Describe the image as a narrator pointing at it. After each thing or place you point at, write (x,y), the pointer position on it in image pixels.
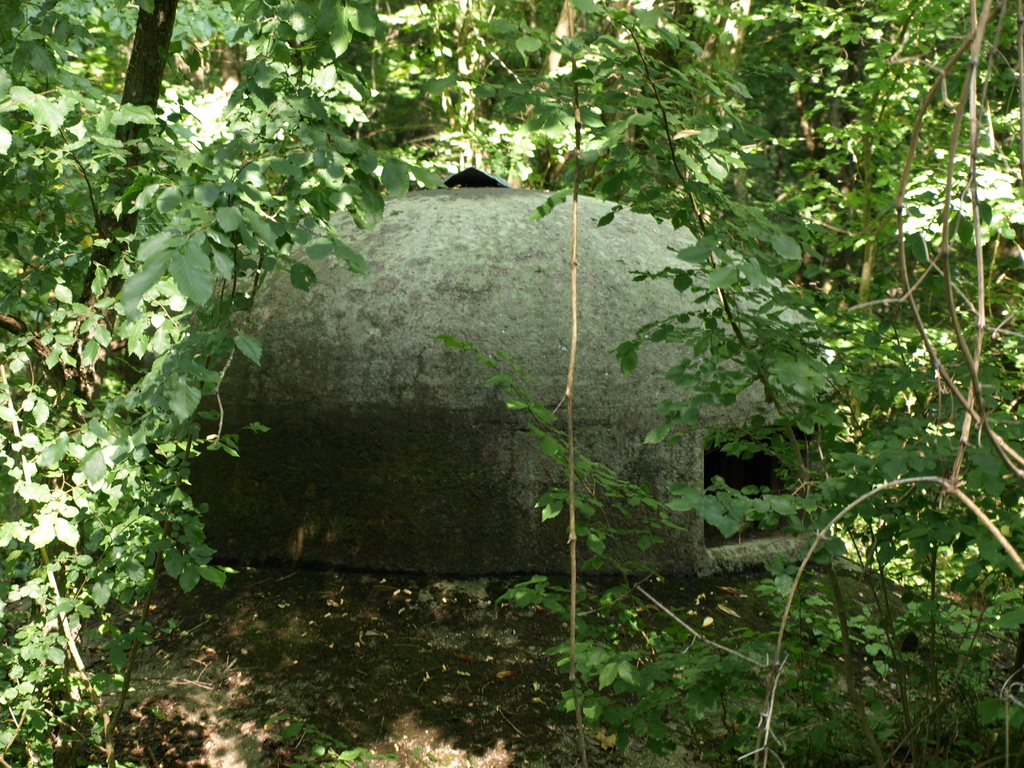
In this image in the center (435,267) there is one house (679,448) and in the foreground (815,454) and background there are some trees (175,496), at the bottom (333,661) there is a walkway (323,705).
